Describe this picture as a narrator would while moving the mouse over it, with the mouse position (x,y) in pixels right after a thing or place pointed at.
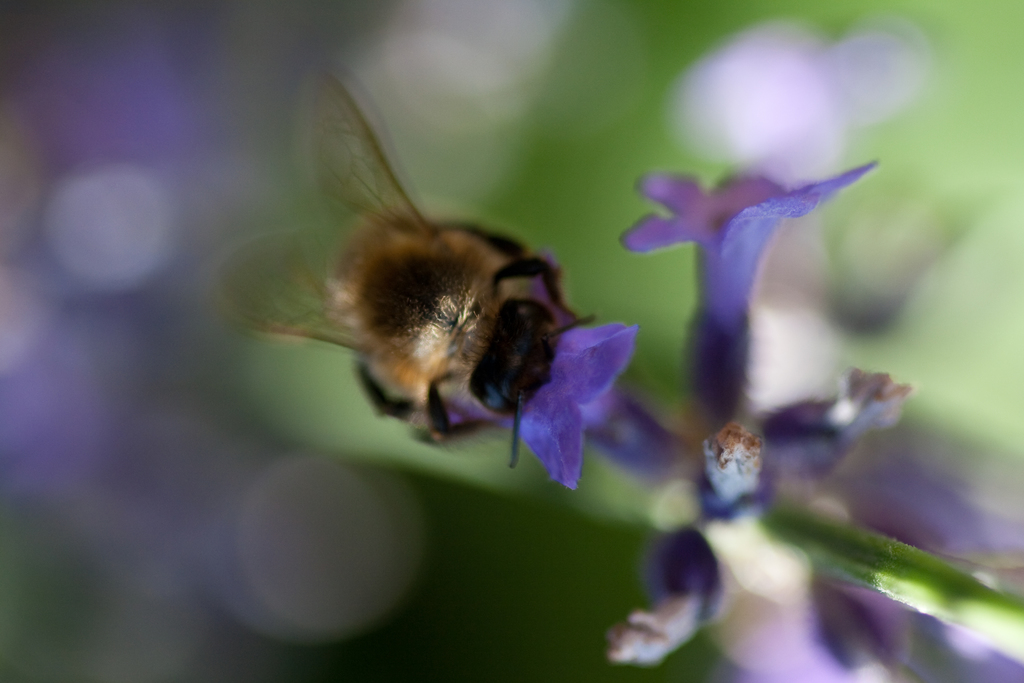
In this image we can see an insect (424,277) on the flower (651,440) and blur background (630,72).
